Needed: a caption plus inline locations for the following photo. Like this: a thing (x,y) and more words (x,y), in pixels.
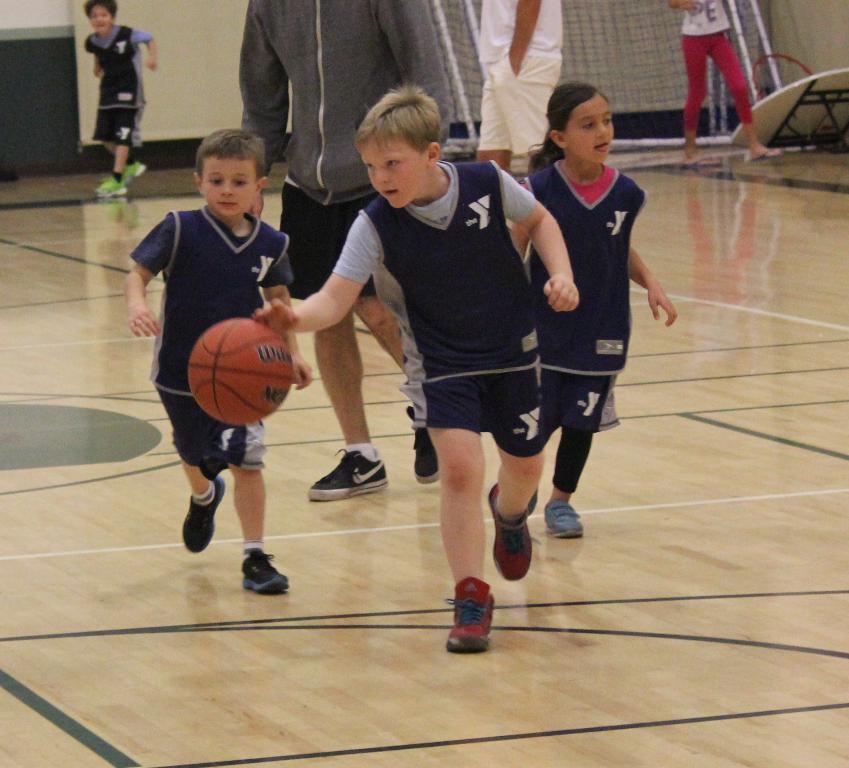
In the middle (436,290), one boy (456,302) is playing with a basket ball (264,378) he is wearing shoes (484,598) and a trouser (494,375) and one girl (587,211) is running in the basket ball court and there is a man (316,211) who is walking back side of them and at the left side (121,103) there is a boy (114,47) he is running, he is wearing shoes (133,173). At the bottom (112,528) there is a basketball court (176,631).
